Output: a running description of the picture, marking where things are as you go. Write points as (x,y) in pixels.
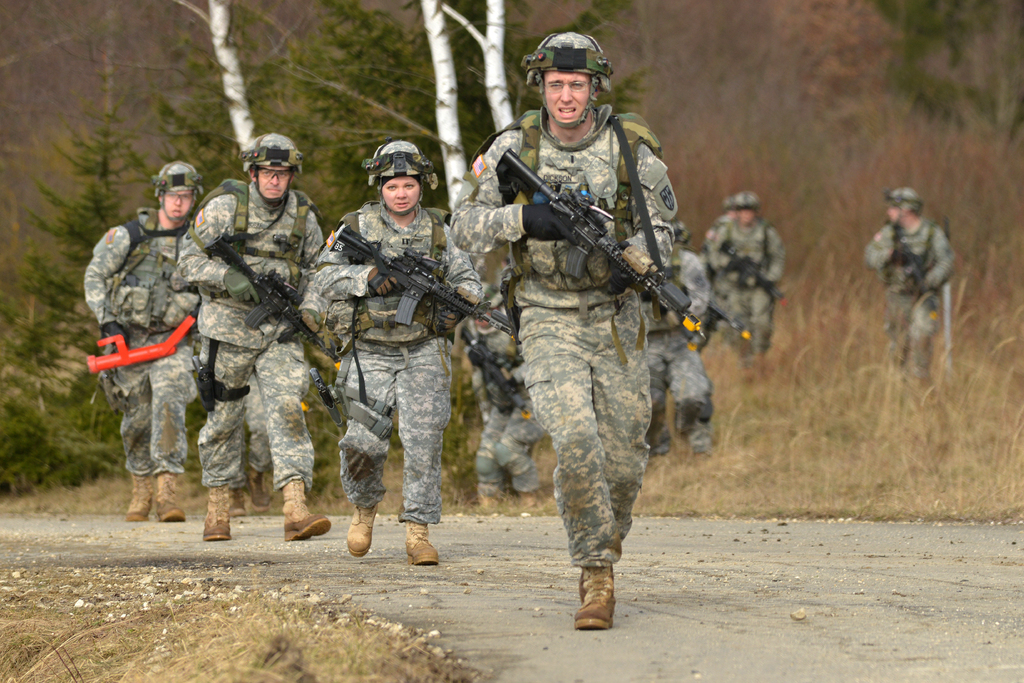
In this image we can see persons (243,388) running on the road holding guns (631,268). In the background (83,310) we can see trees (296,108), plants (859,286) and persons (894,286).
